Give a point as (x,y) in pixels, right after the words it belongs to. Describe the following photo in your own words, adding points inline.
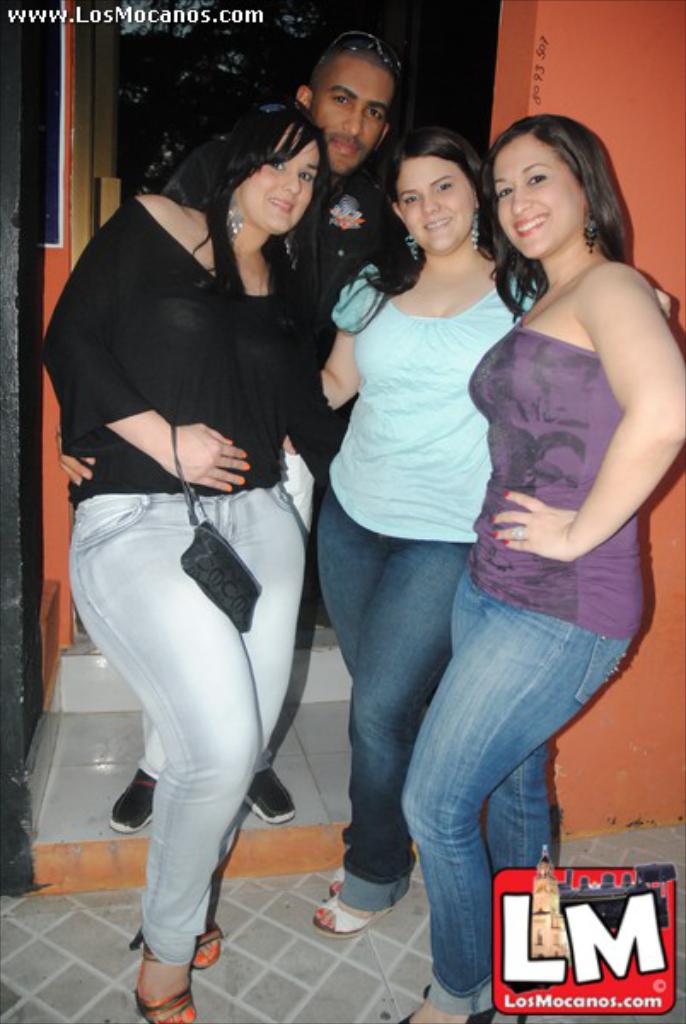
In this image I can see a group of people (417,486). On the right side (603,79), I can see the wall (611,67).
